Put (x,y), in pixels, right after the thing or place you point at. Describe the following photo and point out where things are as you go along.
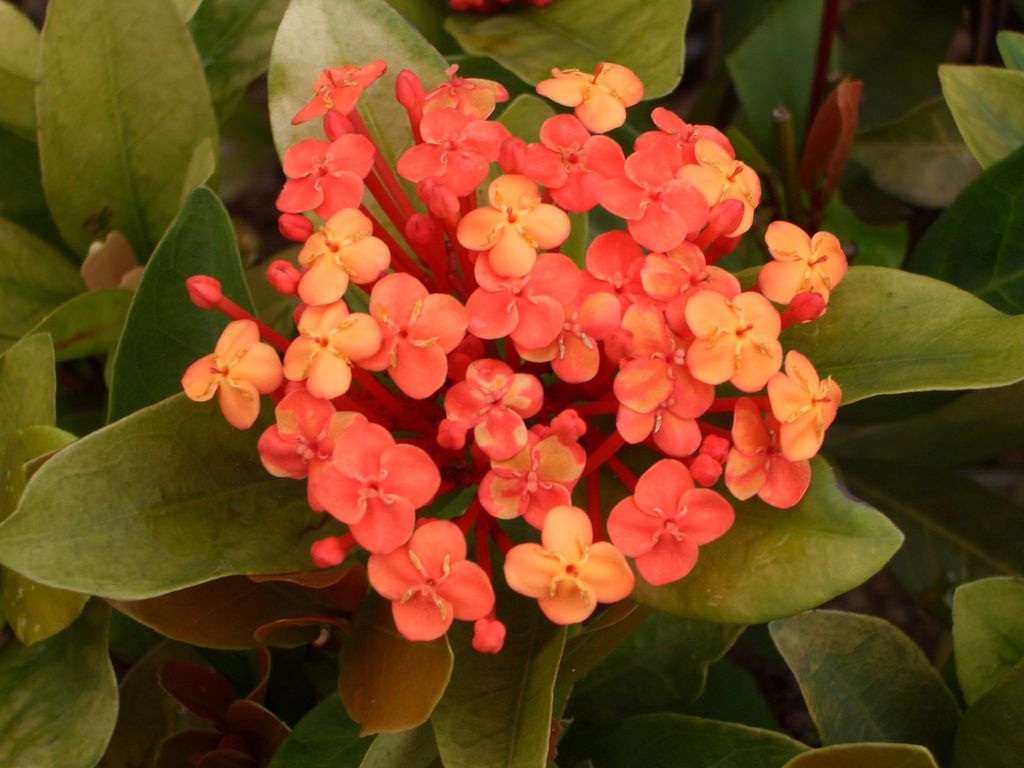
In this image we can see there are flowers (446,263) and leaves (384,3).
